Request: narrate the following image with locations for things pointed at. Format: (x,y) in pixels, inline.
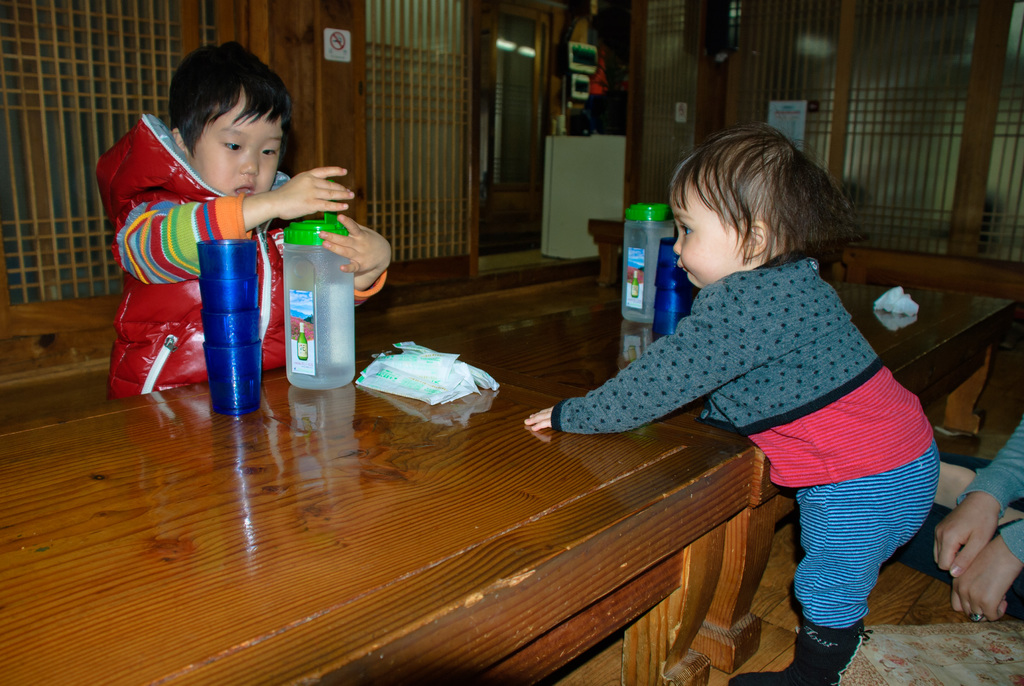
This picture describes about three people (200,125) in front of two kids (177,189) we can see glasses (222,314), bottles (312,306) on the table (345,526).
